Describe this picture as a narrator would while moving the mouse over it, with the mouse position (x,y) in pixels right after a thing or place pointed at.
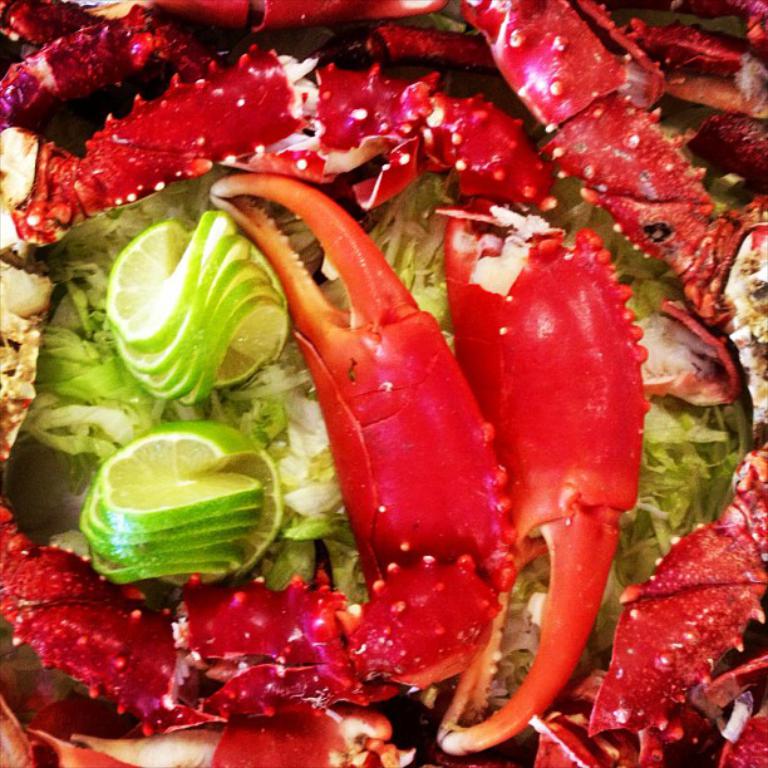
In the picture we can see a pieces of crabs (479,489) which are red in color and near it we can see a lemon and cabbage garnish (649,423).
